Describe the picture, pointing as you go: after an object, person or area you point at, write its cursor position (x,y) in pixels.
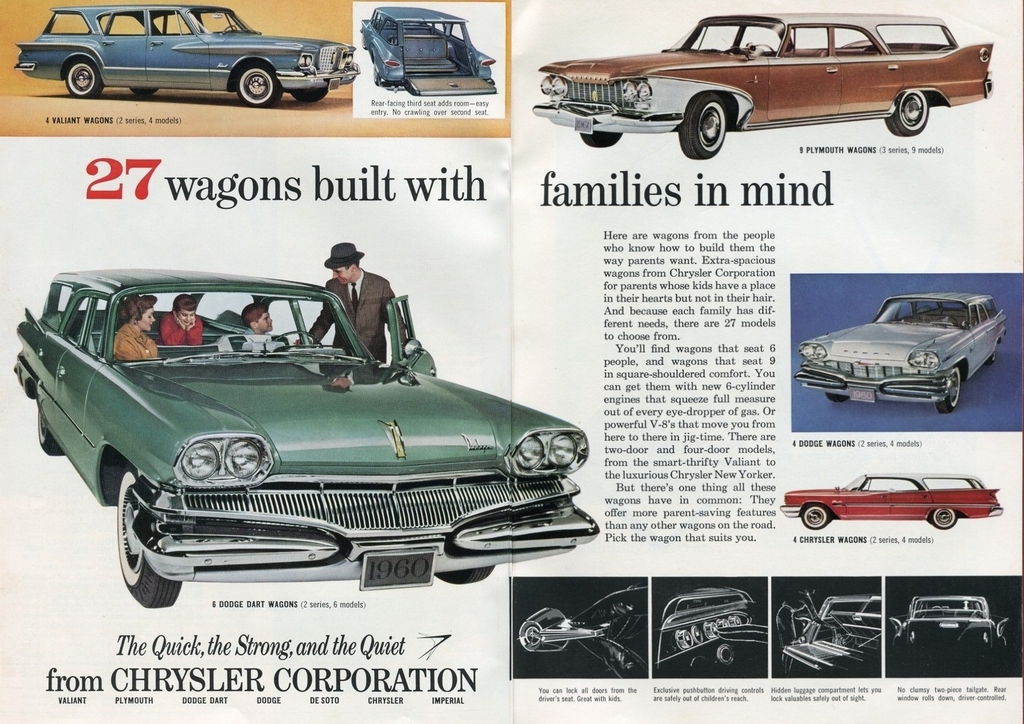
In this picture, we see a poster (580,355) containing the images of cars (331,429) in different colors. These cars (362,456) are in green, blue, red and maroon color. We see three people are sitting in the car (470,529). We even see text (646,473) written on the poster (591,276).
